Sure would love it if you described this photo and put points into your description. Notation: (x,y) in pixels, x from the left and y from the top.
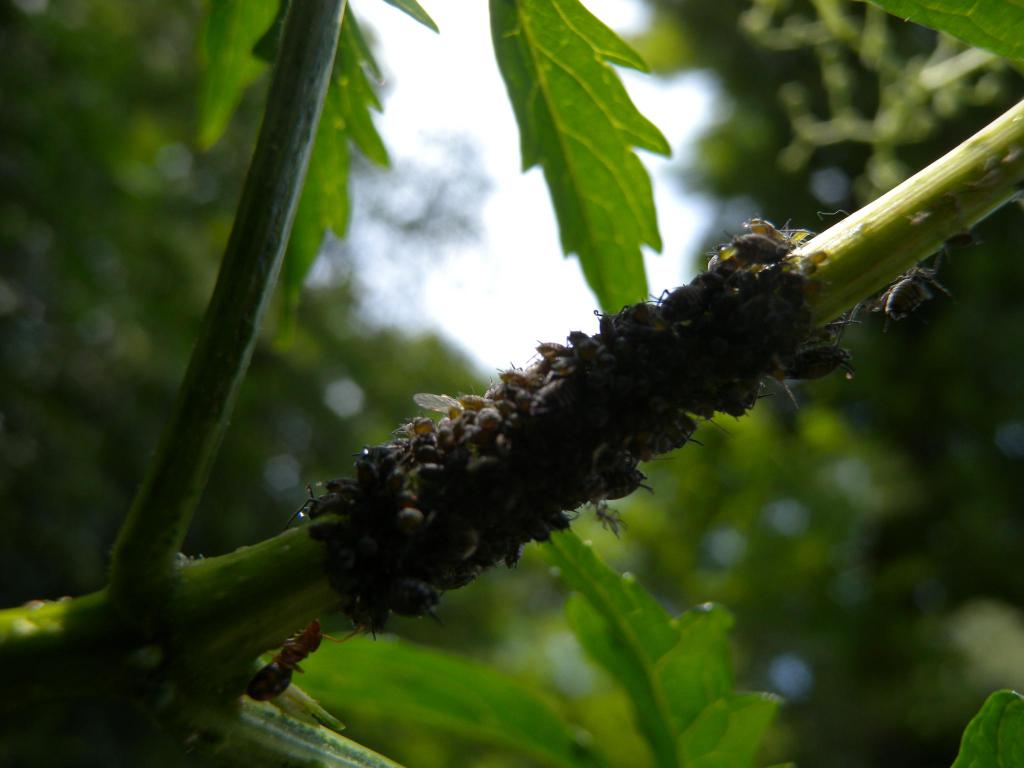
In the image there are many insects (627,340) to the branch (820,246) of a tree (201,491) and behind the branch (167,656) the background (681,573) is blurry.
